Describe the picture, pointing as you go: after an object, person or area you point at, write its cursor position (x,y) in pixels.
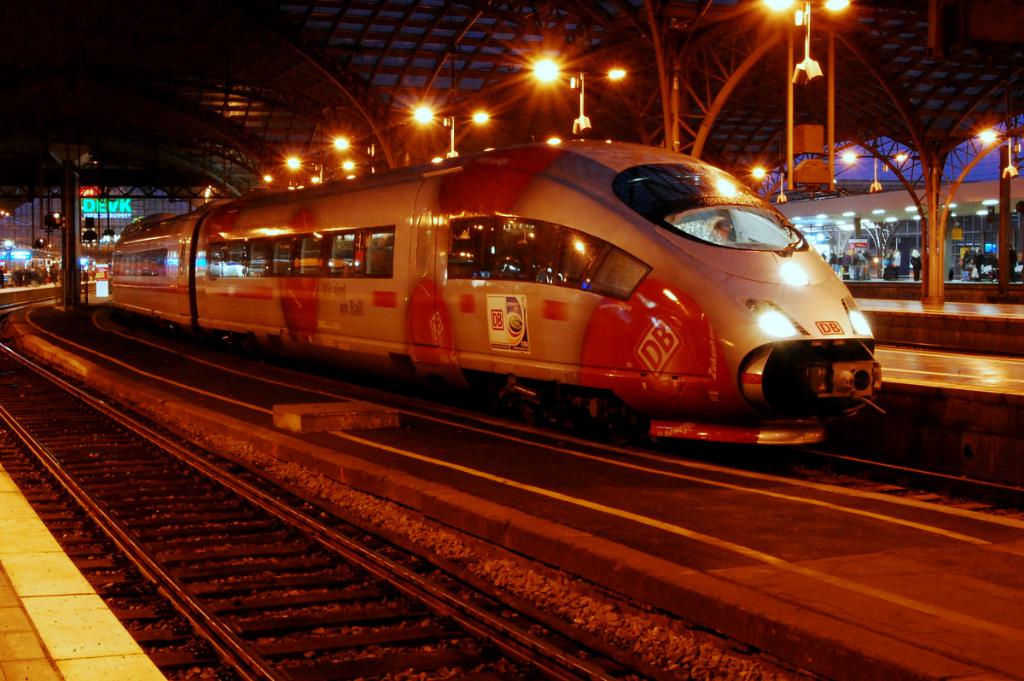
In this picture we can see there are railway tracks (326,523) and on the track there is a train (390,225). On the right side of the train (556,270) there are some people (898,259) standing on the platform (985,299) and at the top (774,26) there are lights (293,164) and some iron rods (382,130). Behind the train (157,264) there is a hoarding (113,199) and other things (30,240).
